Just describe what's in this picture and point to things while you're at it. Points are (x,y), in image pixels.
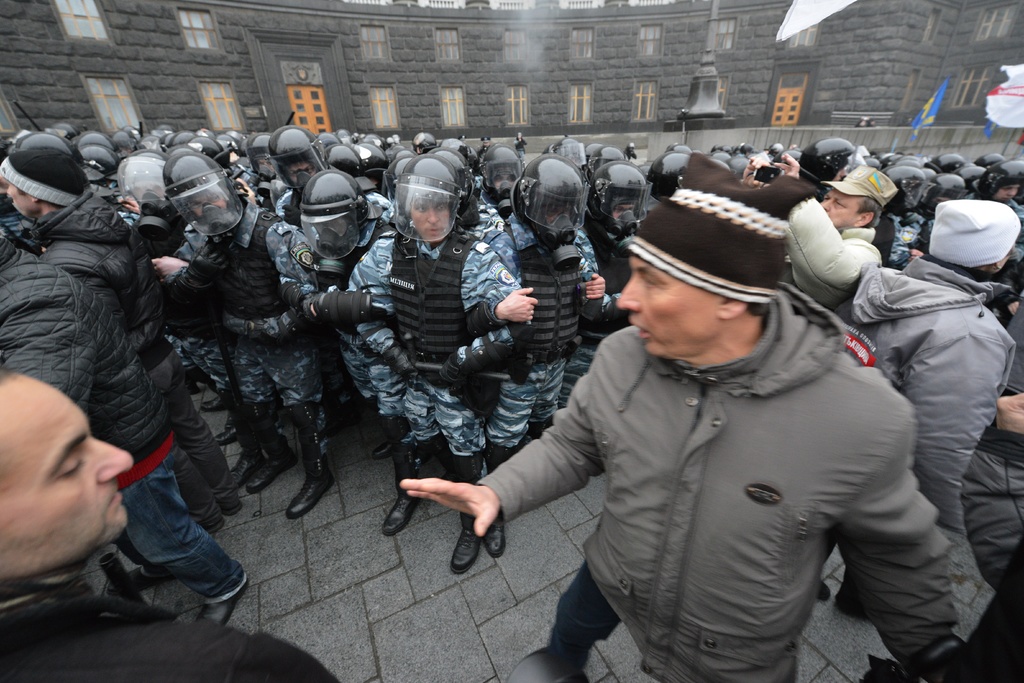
In this image I can see number of people (601,334) are standing. I can see few of them are wearing jackets (661,417), caps (640,252) and I can see most of them are wearing uniforms (300,286), body armour (624,255) and black colour helmets (589,192). In the background (636,53) I can see building (93,87) and few blue colored flags (914,120).
